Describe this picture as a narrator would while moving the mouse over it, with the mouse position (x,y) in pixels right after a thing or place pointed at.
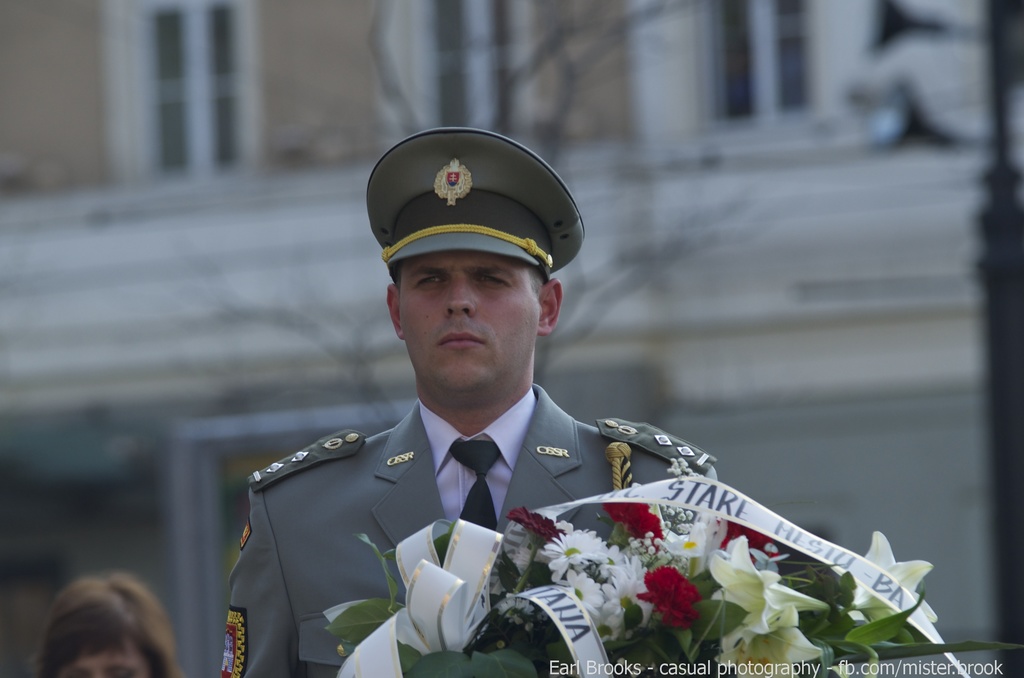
In the foreground of this image (482,400), there is a man (473,417) with a bouquet (648,624) in his hand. In the background (127,635), there is a head (117,654) of a person (131,657) on left bottom corner (103,653). In the background (722,113), we see a building (283,91) and few windows (193,138).
